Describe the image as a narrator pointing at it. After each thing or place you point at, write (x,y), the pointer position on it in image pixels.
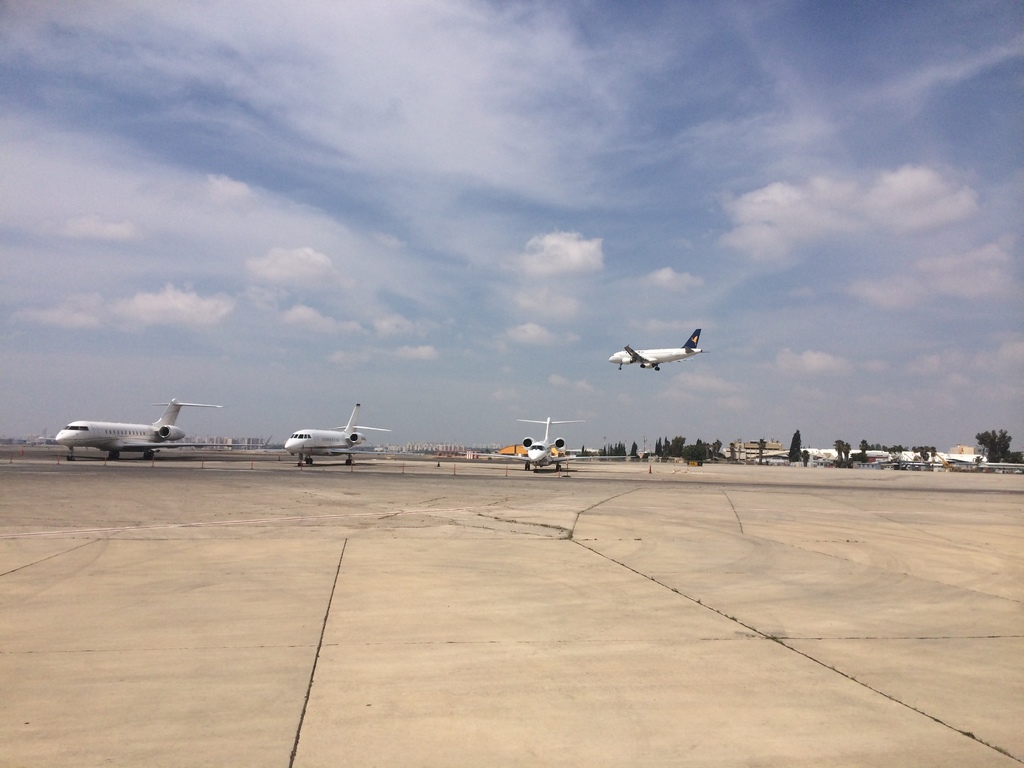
In the middle of the image (369,425) there are some planes (352,425). Behind the planes (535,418) there are some trees (998,459). At the top of the image (696,32) there are some clouds (510,30) and sky (194,91).
